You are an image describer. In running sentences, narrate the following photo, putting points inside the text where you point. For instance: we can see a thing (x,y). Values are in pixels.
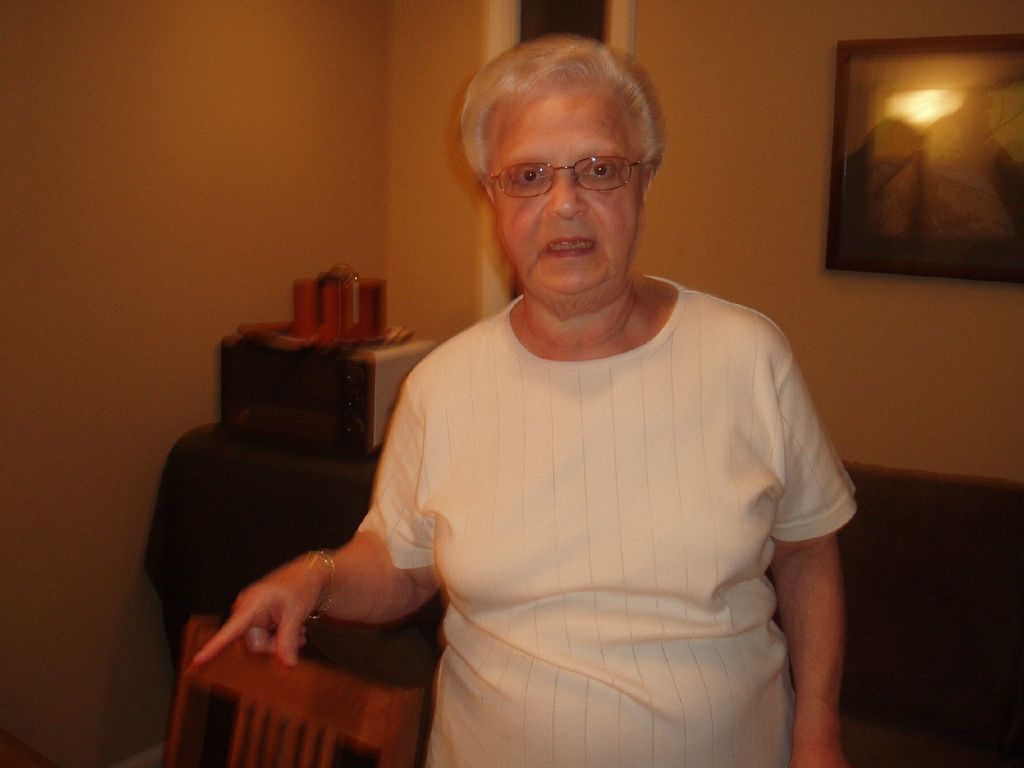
In the image there is a woman (588,492) she is talking something and behind the woman (663,522) there is an oven (246,386). In the background (195,178) there is a wall (715,211) and there is a photo frame (875,157) attached to the wall (828,127).
